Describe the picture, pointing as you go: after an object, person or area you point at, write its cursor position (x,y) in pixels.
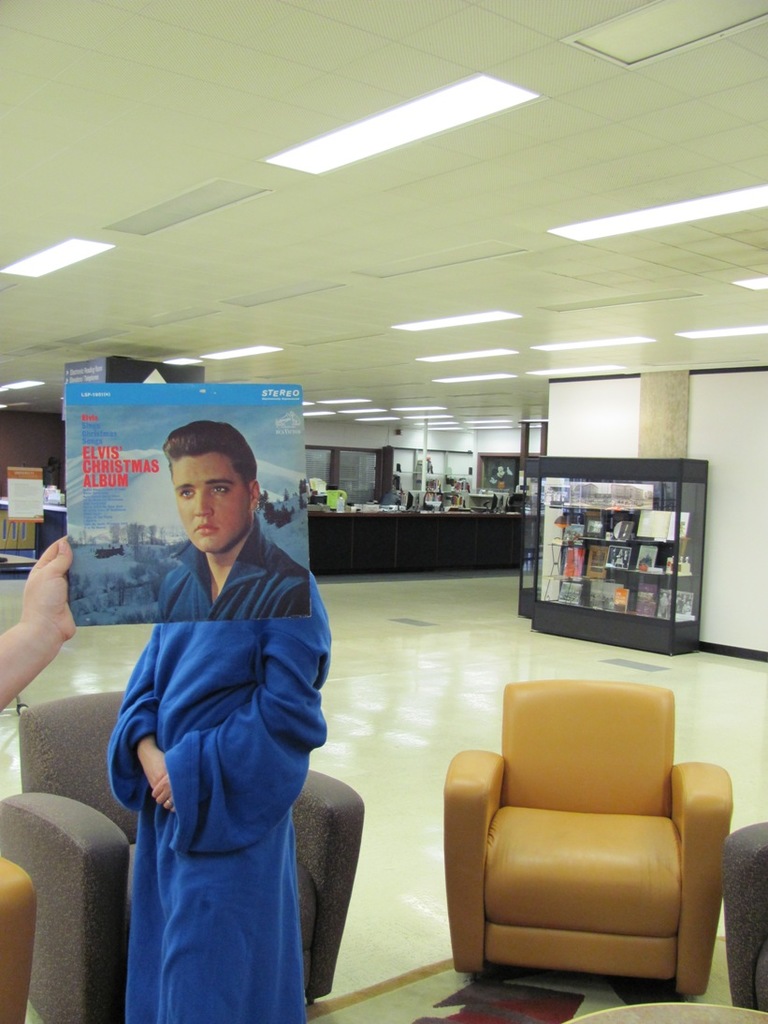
At the top (388,125) we can see ceiling (533,201) and lights (731,18). Here we can see chairs (477,873) in front of a picture. We can see person's hand (46,663) holding a record sleeve (105,519) at the left side of the picture (172,493). Here we can see a person (265,791). This is a floor (420,765). On the background (650,594) we can see racks (548,485) in which books (650,551) are arranged. This is a table (471,520).
